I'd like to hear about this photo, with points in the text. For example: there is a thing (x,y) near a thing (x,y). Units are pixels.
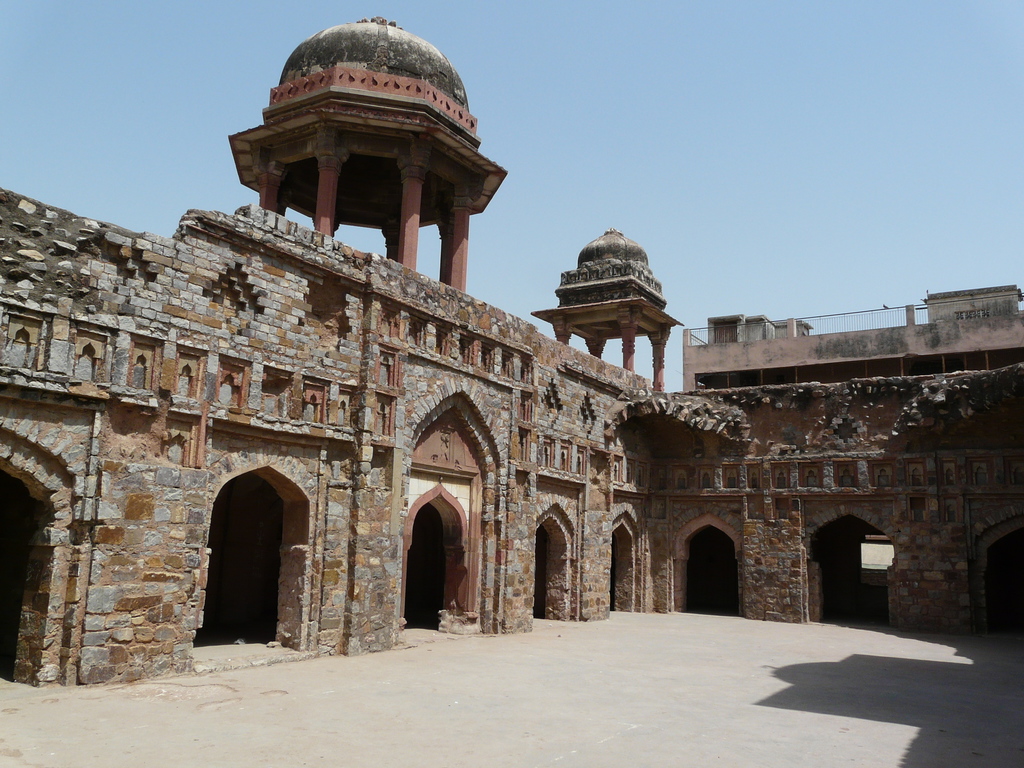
In this image there is a fort (456,276). In the background (669,181) there is the sky (690,199).
